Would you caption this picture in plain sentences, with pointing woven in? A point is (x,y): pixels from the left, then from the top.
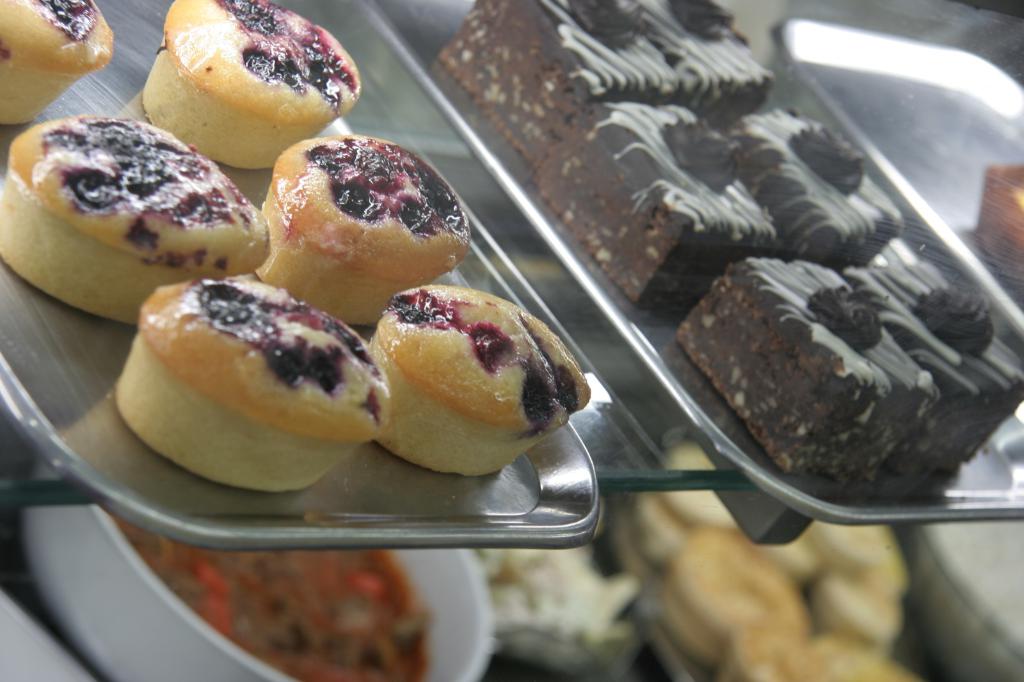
In this image, there are plates (425,41) contains some cakes (281,113).
